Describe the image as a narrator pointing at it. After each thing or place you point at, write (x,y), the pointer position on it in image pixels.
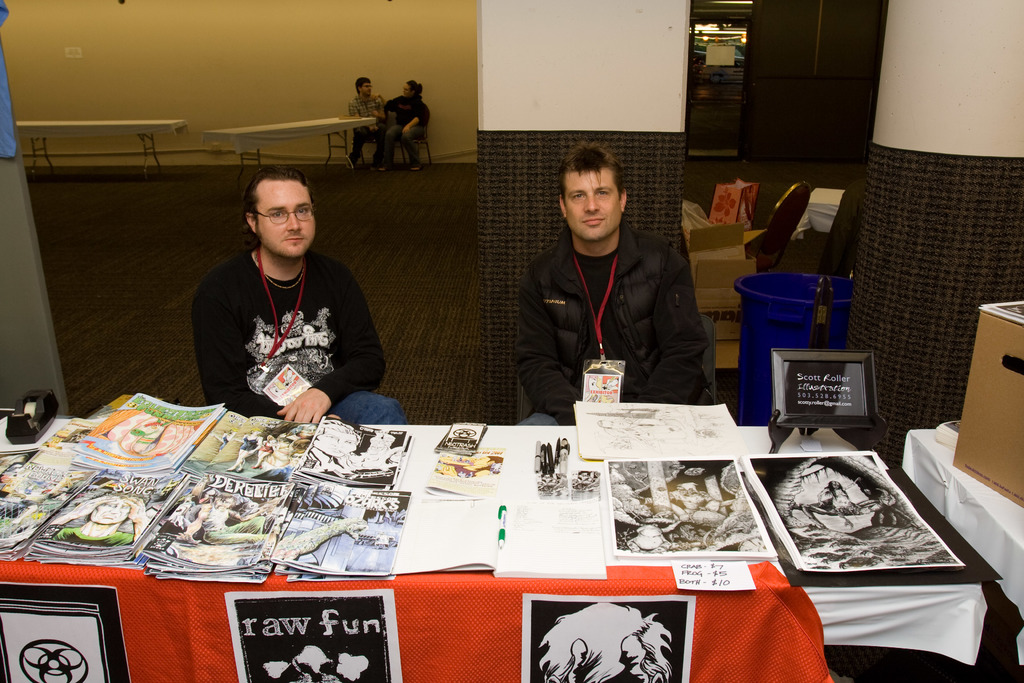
In this image I can see two person (618,312) sitting. In front of them there are some books (488,540) and a pen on the table (494,615). At the right (768,294) there is a cardboard box (734,301), tub (843,331). At the back of them there are two persons (360,117) sitting and also I can see a wall (182,79).
